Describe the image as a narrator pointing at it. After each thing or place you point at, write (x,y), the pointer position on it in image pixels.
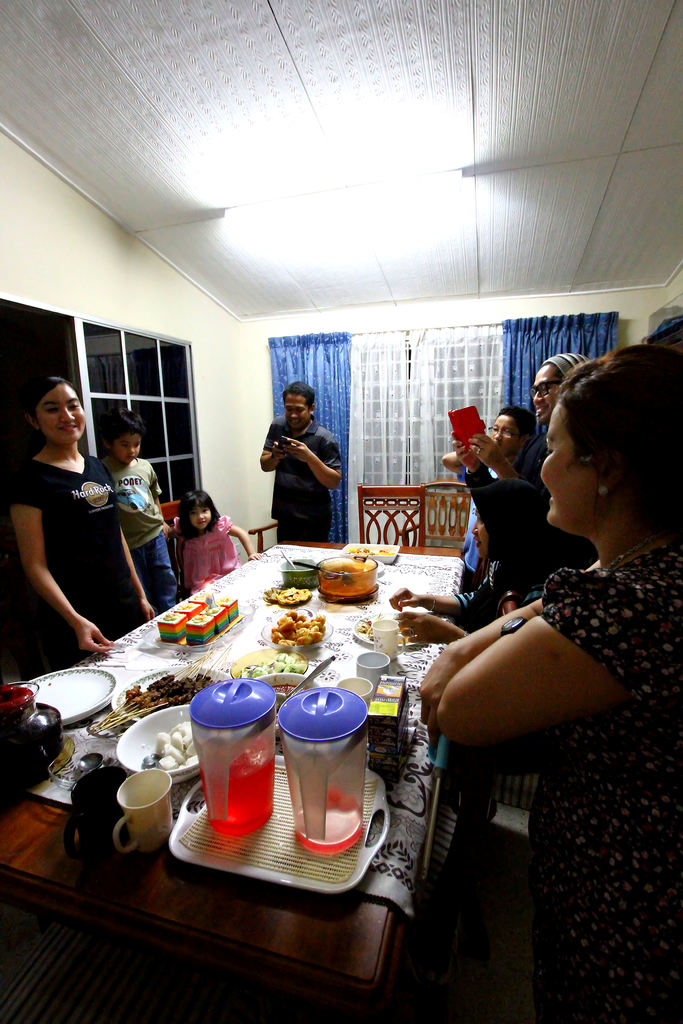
In this image i can see a group of people (682,608) standing around the dining table (314,691) and on the table (279,705) i can see a tray (272,841), 2 jars (302,765) few food items (291,644) and few bowls (150,719). In the background (222,280) i can see the roof (226,268), a light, the curtains (388,404) and the wall (232,383).
